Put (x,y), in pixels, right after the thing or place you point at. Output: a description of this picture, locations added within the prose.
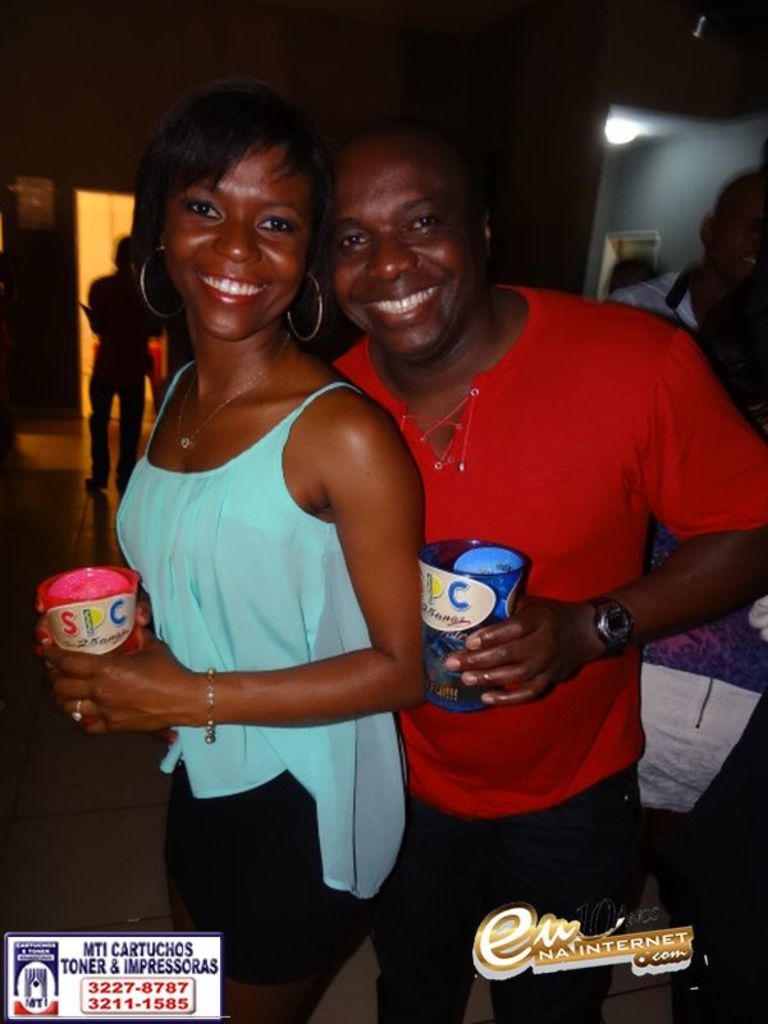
In the picture we can see a man (621,708) and a woman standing near to each other and smiling, woman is in blue dress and man (691,552) is in red T-shirt (637,708) and they are holding the glasses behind them we can see a man (94,413) standing and far away from them.
